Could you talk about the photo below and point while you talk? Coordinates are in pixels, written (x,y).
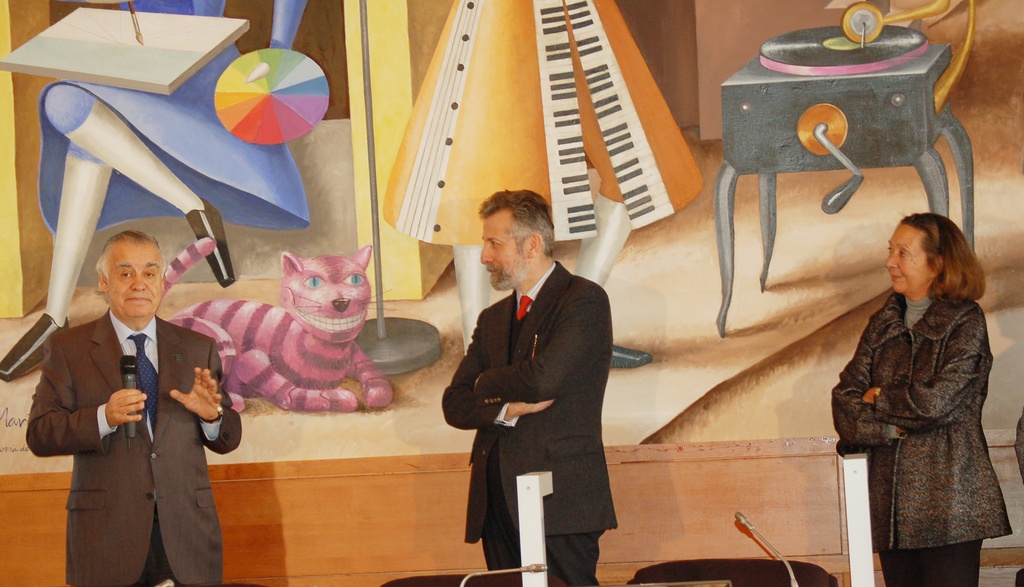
In this image, there are a few people (898,458). We can see some microphones (504,571), poles (532,548). We can also see some black colored objects (770,577). In the background (706,384), we can see the wall (716,246) with some painting (372,345).
